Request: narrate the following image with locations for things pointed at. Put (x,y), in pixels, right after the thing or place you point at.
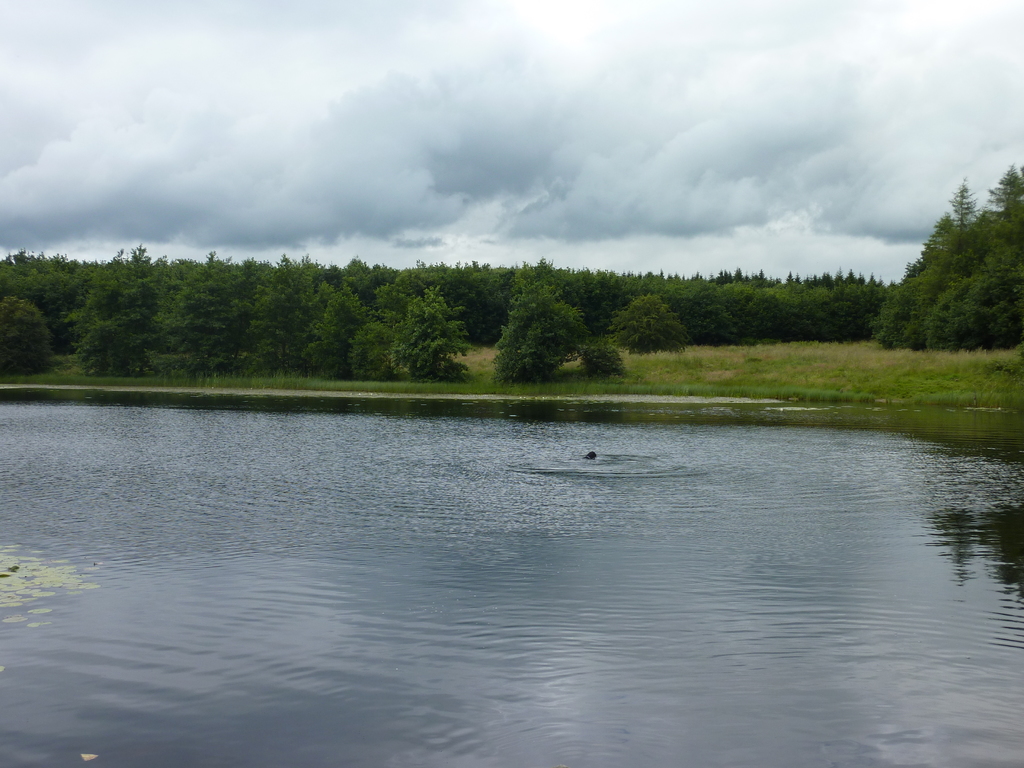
In this image I can see few green color trees (779,312) and water (495,535). The sky (429,189) is in white and blue color.
